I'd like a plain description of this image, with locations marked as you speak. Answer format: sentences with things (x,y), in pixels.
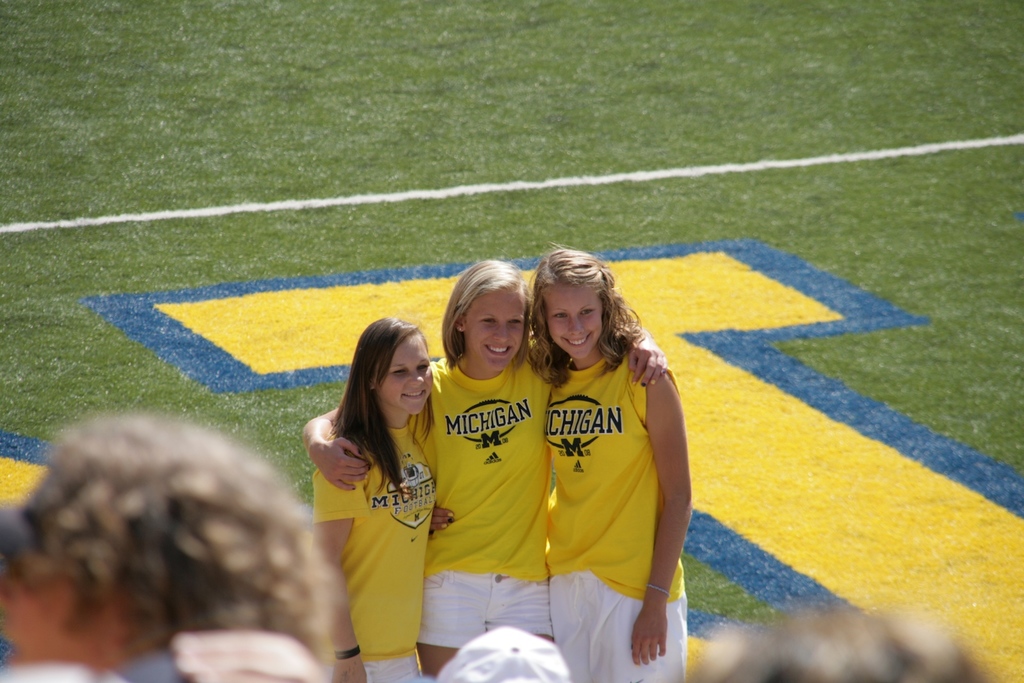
In the center of the image (498,317) we can see three people (543,480) standing and smiling. At the bottom (261,620) there are people (849,636). In the background (568,152) we can see a field (428,236).
